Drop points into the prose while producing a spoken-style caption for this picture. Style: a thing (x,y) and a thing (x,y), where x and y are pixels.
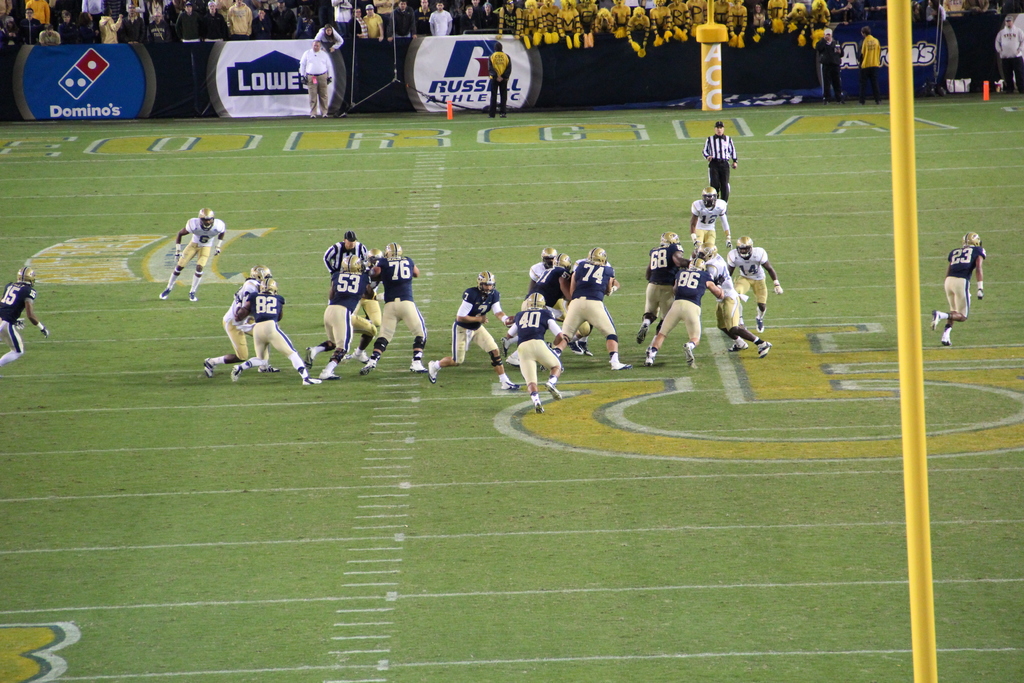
This image consists of many persons (341,329). They are playing american football. In the background (118,29), there is a huge crowd (152,28). At the bottom (356,487), there is green grass (670,441). On the right (925,667), we can see a yellow color pole (915,454).
